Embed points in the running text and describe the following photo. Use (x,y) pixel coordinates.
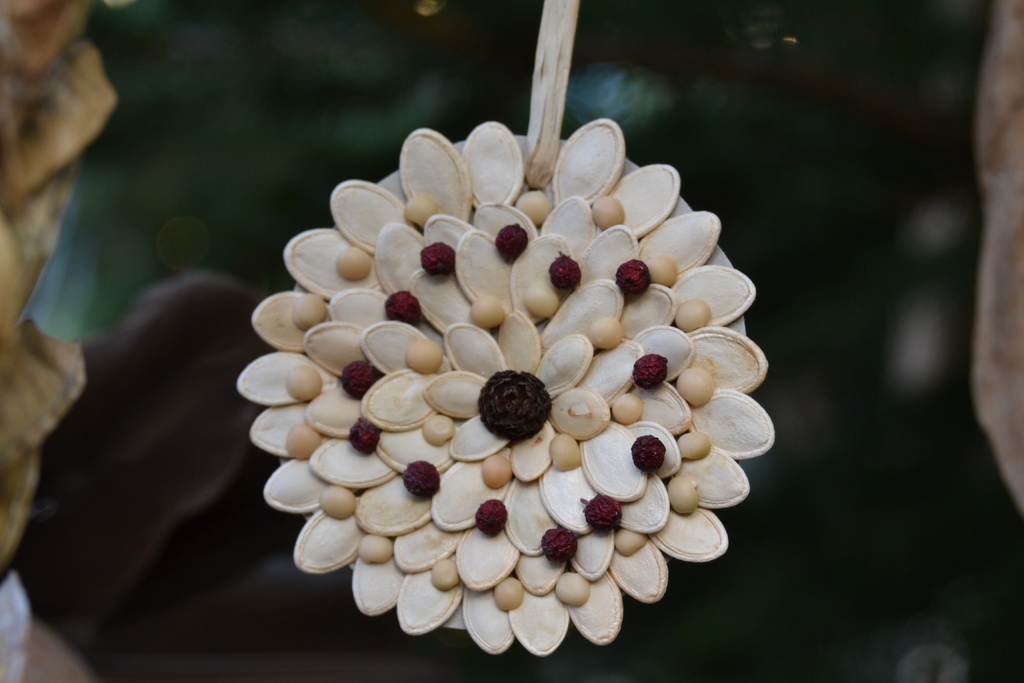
In this picture we can see seeds (752,384) arranged in a flower shape. There is a blur background (277,26).
